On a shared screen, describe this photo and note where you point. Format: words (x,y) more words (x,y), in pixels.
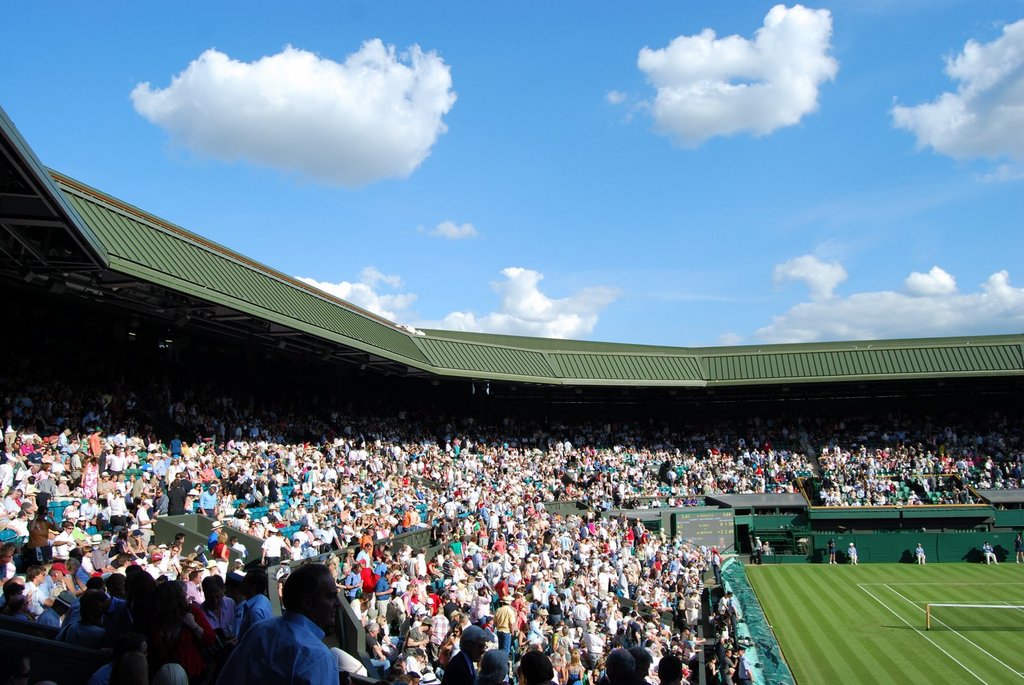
In this image, I can see groups of people (126,535) sitting and standing in the stadium (714,591). In the bottom right corner of the image (798,622), I can see a ground (932,632) with a sports net (930,618). I can see a board (697,534). In the background (208,107), there is the sky (447,236).
